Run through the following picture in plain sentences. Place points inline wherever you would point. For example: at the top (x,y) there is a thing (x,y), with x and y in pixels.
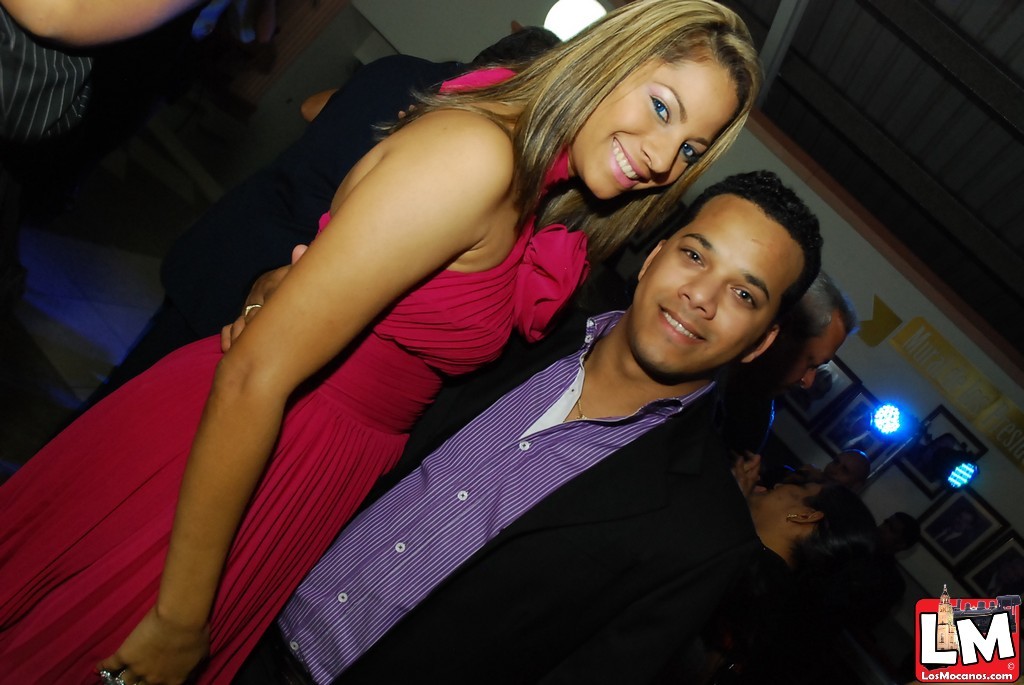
In this image there is a woman (325,286) standing. Beside her there is a person (551,555) wearing a blazer (541,568). There are people (115,35) standing on the floor (10,390). Right side (879,415) there are lights (896,421) attached to a stand (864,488). Few picture frames (819,389) are attached to the wall (867,331).
